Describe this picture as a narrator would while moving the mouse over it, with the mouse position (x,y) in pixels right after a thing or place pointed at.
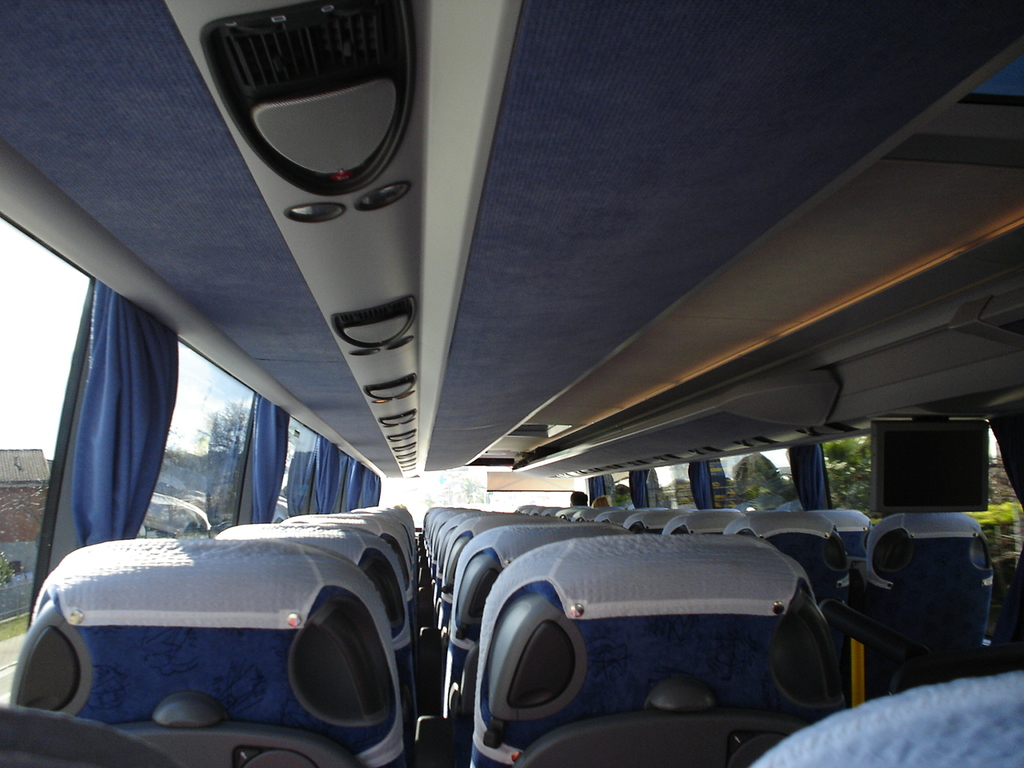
The picture is captured inside a bus (566,424), where we can see empty seats (550,508) and some people (596,505) at front side. There are houses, trees (473,485) and the sky (39,348) in the background (6,519).
